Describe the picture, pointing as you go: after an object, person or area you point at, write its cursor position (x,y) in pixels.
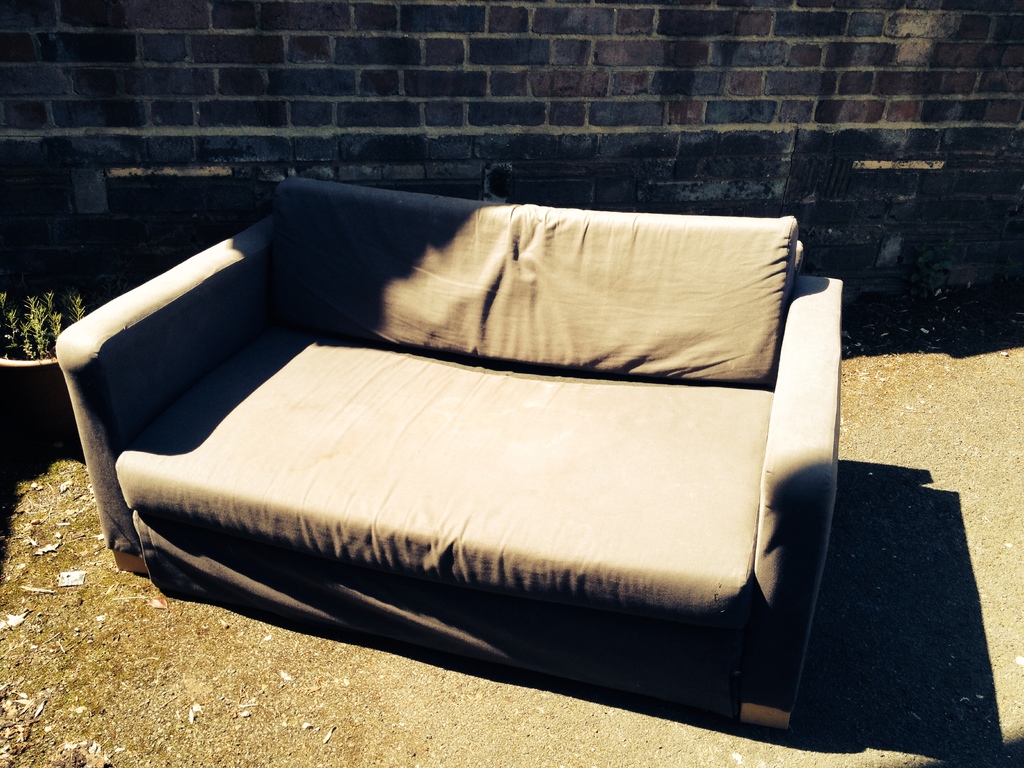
This image consists of a sofa (360,549) which is in grey color. It is placed outside. There is a flower pot (39,327) on the left side (17,377).
